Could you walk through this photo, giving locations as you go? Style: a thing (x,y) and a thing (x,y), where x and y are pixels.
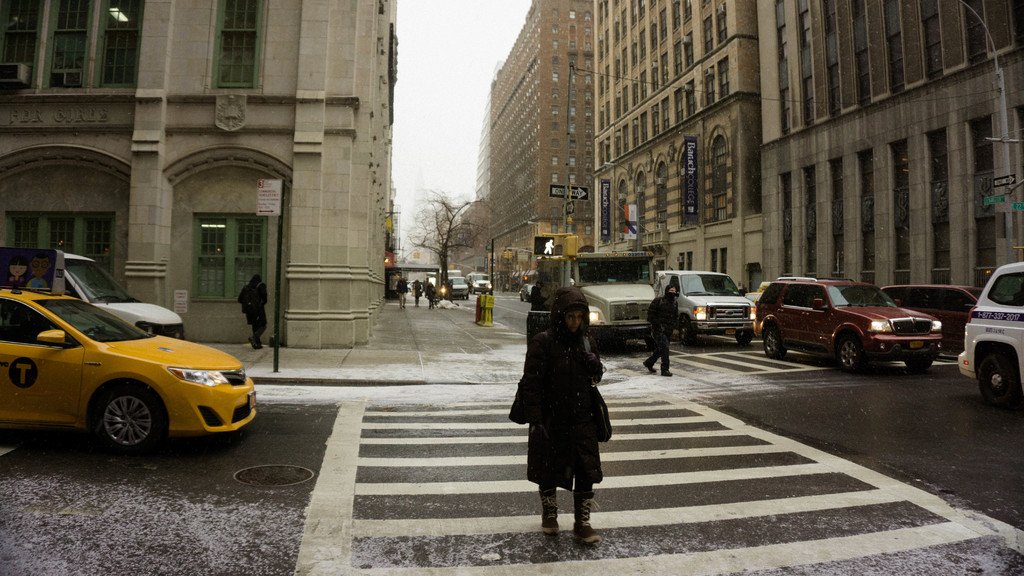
As we can see in the image there are buildings (347,136), few people (553,301) here and there, cars (83,339) and tree (444,257). On the top (441,131) there is a sky (431,137).
